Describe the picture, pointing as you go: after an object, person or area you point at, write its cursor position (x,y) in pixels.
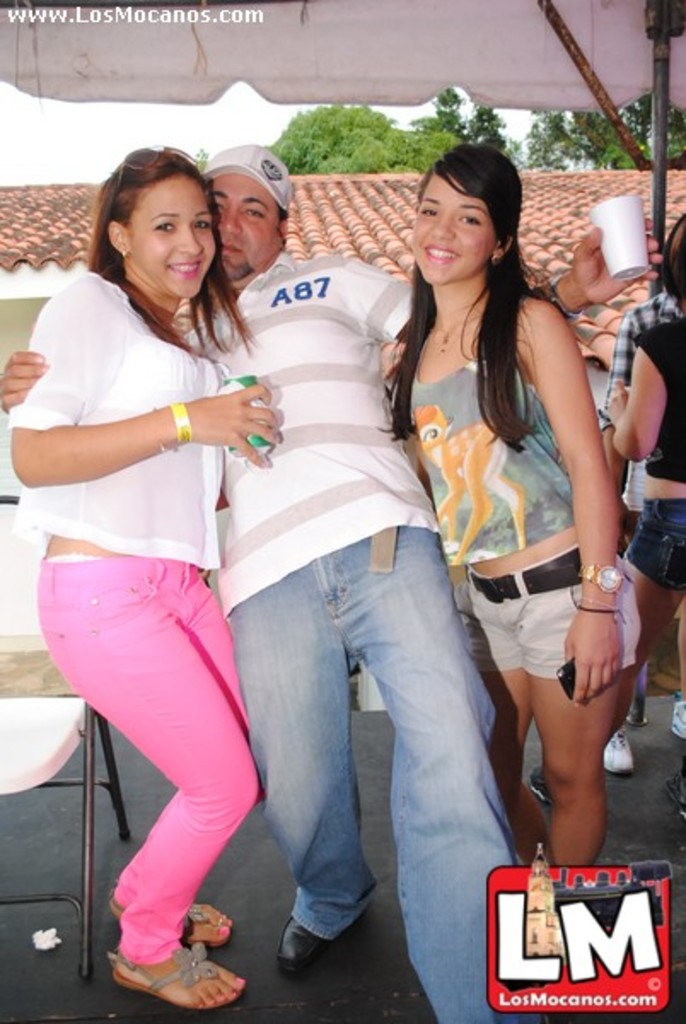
In this image we can see some people (428,673) standing. In that some are holding a tin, glass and a device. On the backside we can see a chair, a house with a roof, a tent (582,105) with a metal pole (664,119), some trees (633,113) and the sky (131,142).
